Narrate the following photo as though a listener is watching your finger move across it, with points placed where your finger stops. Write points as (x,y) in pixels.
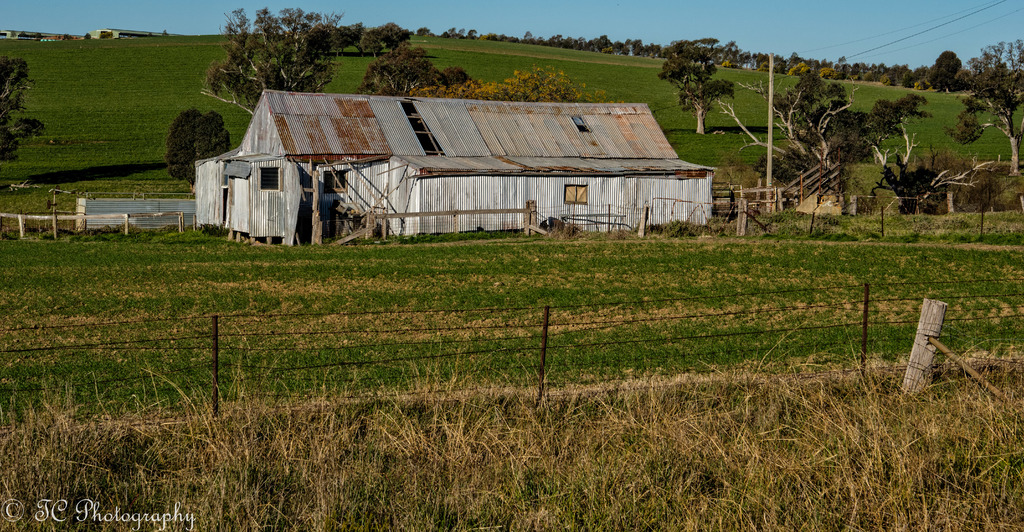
In this picture we can see a fence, grass (649,290) on the ground (644,264), here we can see sheds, trees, pole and some objects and we can see sky (1005,32) in the background (929,64), in the bottom left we can see a water mark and some text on it.
